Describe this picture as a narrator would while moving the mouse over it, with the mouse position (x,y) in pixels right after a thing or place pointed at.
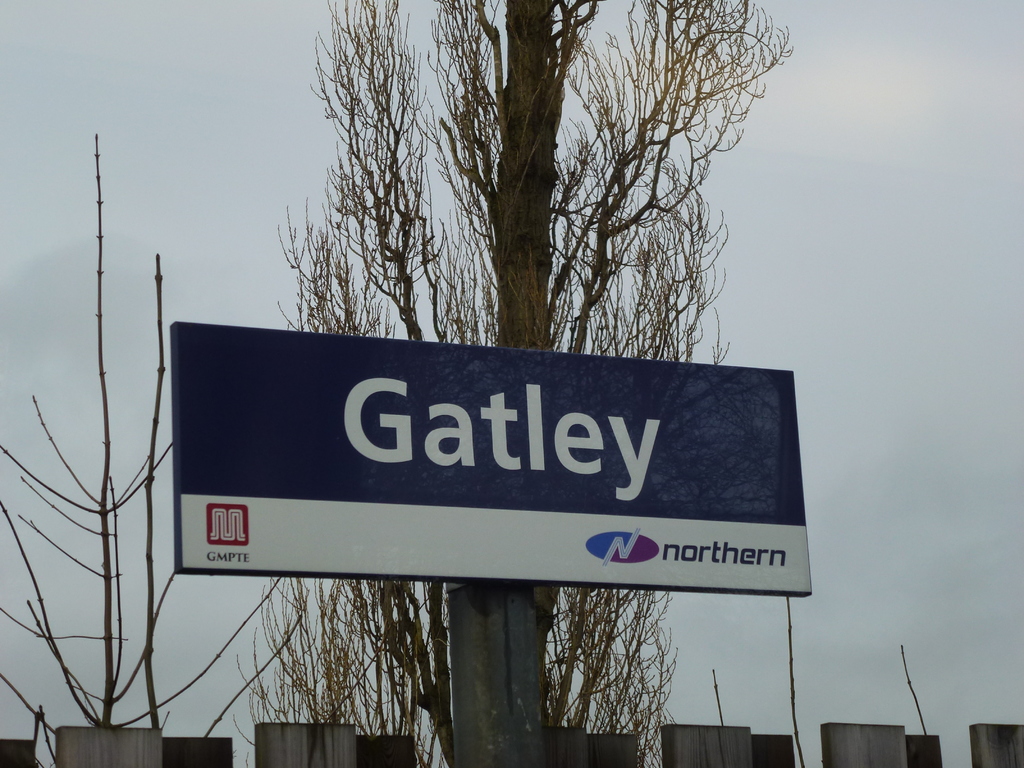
In the center of the image (543,377) we can see name board (529,445) to the pole (488,590). In the background (26,349) we can see sky (777,293) and clouds (801,253).
